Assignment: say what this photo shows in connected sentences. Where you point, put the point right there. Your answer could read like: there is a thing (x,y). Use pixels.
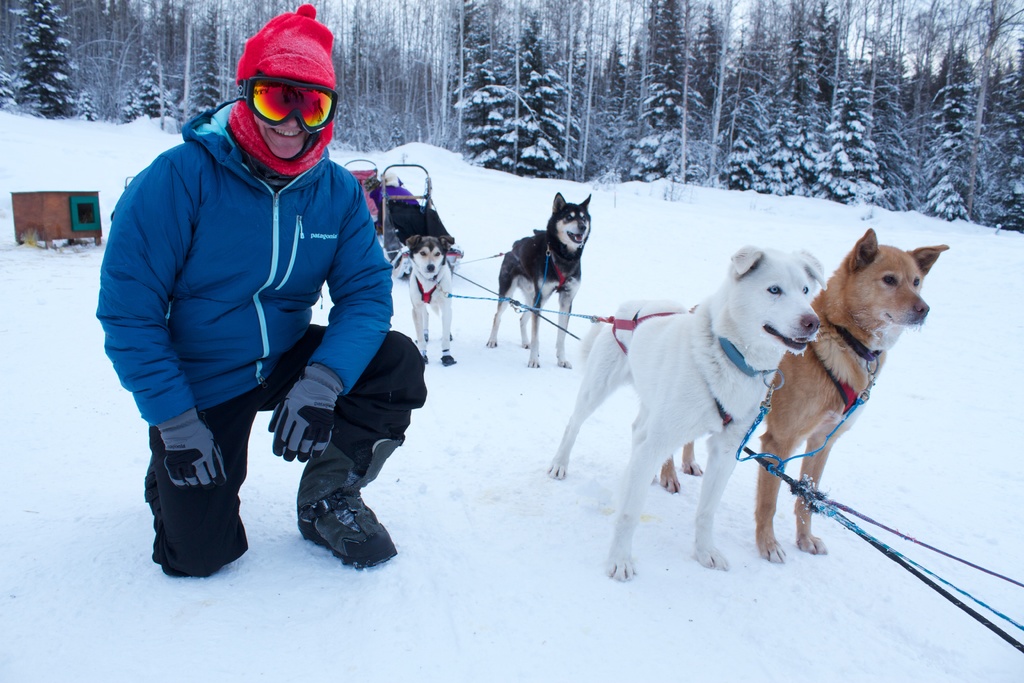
In this image there is a person (259,327) sitting on his knees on the surface (284,562) of the snow (254,520), beside him there are few dogs (809,300), beside the dogs (445,265) there is a trolley (401,196) and there is an object (34,208). In the background (73,79) there are trees (437,92).
